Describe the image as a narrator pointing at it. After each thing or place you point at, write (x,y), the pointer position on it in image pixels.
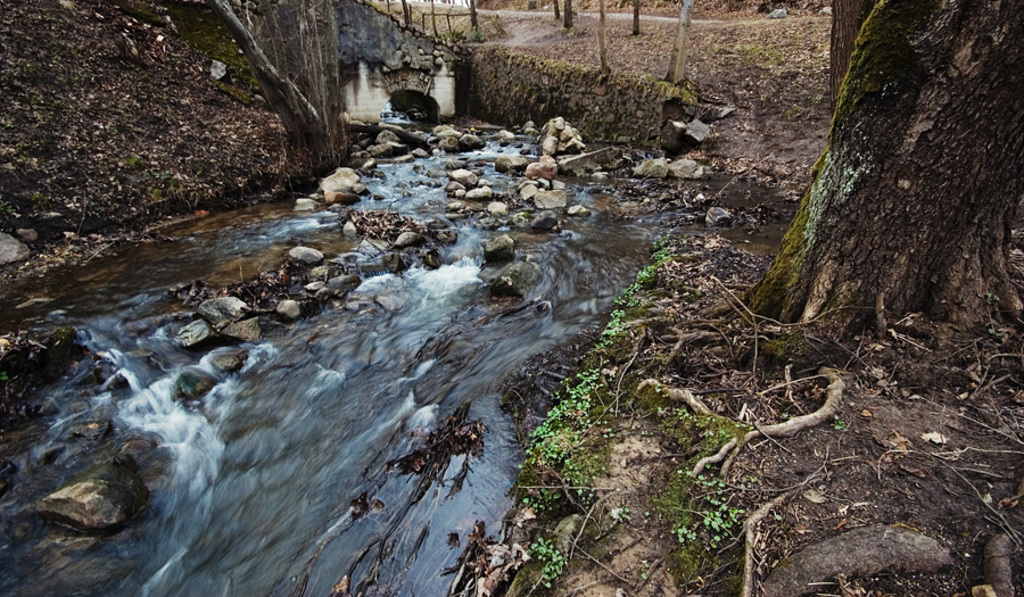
In this image we can see many trunks (334,137) of the trees (867,171). There is a water flow (361,355) in the image. There are many stones (546,173) and plants (572,398) in the image. There is a road (672,18) in the image.
